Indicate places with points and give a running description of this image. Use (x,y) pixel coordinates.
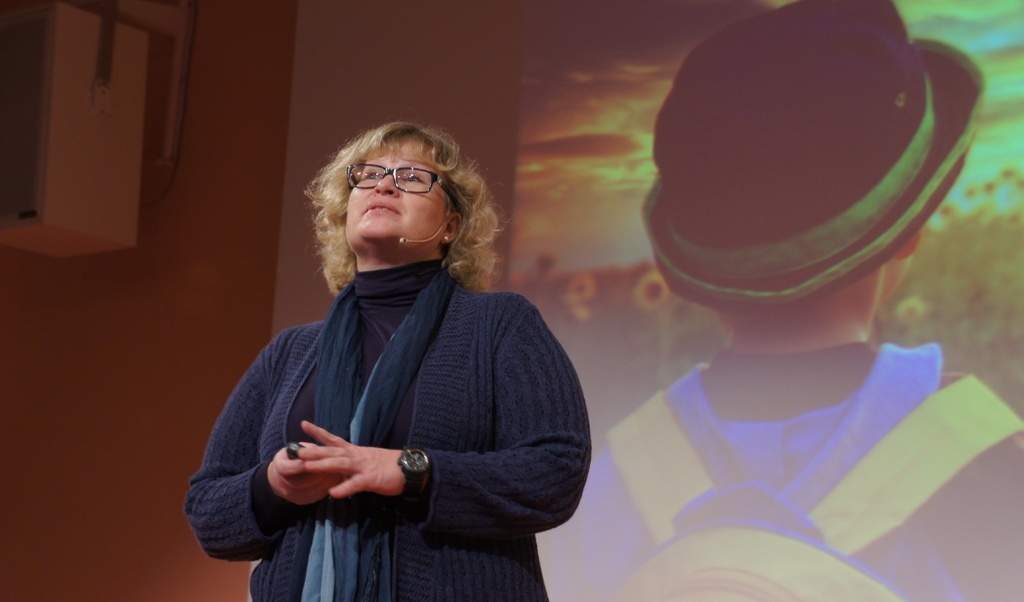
In this image, in the middle (420,336), we can see a woman (393,264) wearing a blue color dress (569,516) is standing and holding an object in her hand (357,453). On the right side (777,74), we can see a screen (728,301), on the screen (823,370), we can see a person (975,514) wearing a backpack (858,509). In the background (987,290), we can see some plants (656,319) with flowers (661,291), at the top of the screen (672,100), we can see a sky (601,174) which is a bit cloudy. On the left side (78,20), we can see of the image black color and white color.
